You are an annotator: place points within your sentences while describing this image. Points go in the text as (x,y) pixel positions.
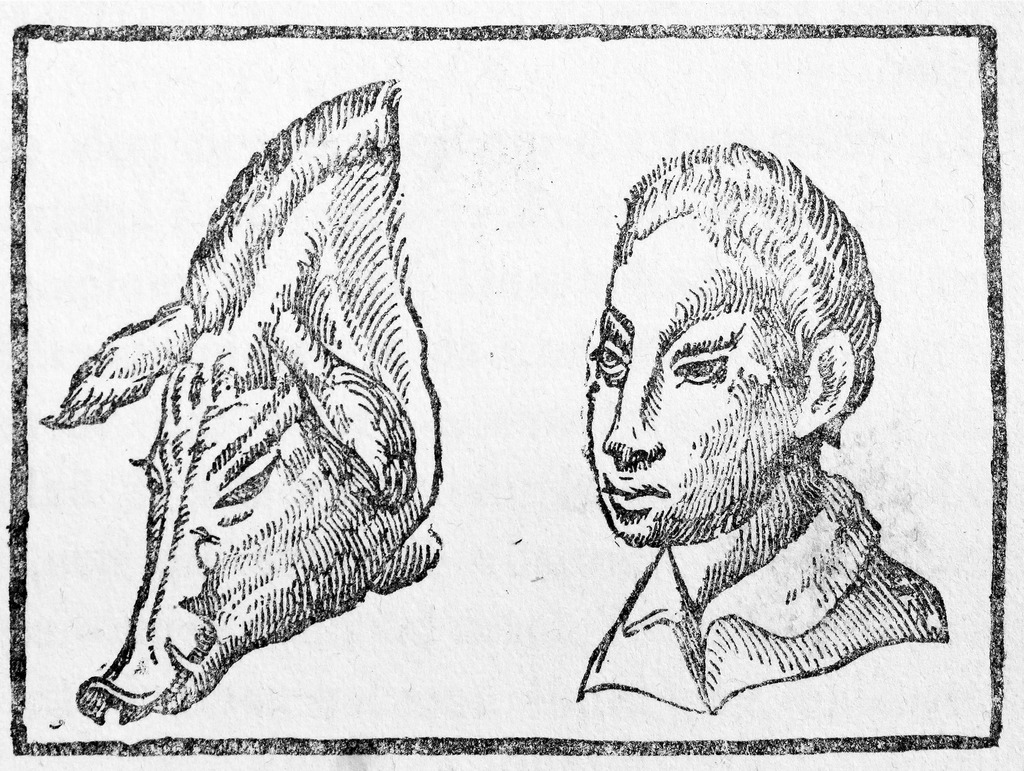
In this image we can see an art (157,518) of an animal (184,503) and a person (661,536) on the white color surface (96,251).
